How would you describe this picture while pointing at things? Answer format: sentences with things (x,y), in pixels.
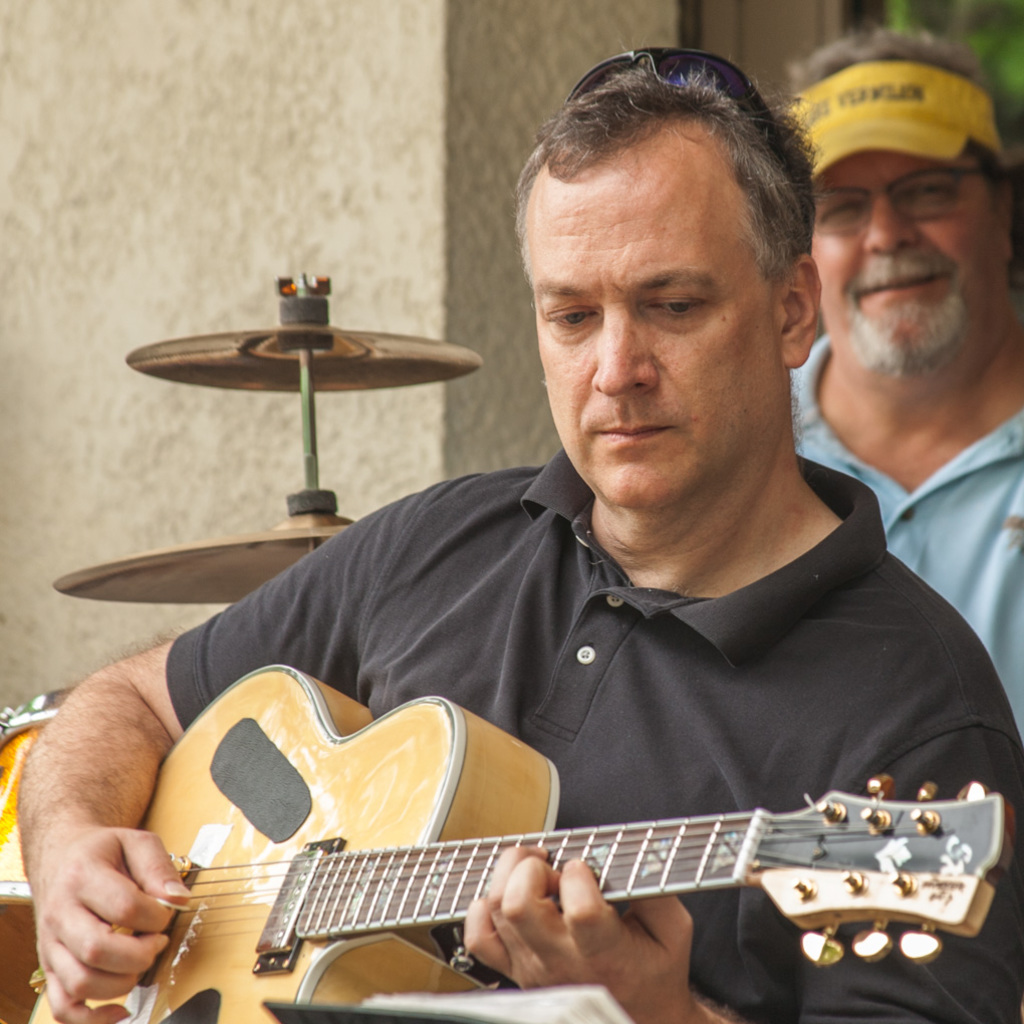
In this there is a man (821,486) towards the right (748,603) and he is playing a guitar (613,881). He is wearing a black t shirt (697,656). Behind him there is an another person (953,451) wearing a blue t shirt (931,513) and yellow hat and he is smiling. Towards the left (231,579) there is a musical instruments (151,353). In the background (407,97) there is a wall (395,95).
